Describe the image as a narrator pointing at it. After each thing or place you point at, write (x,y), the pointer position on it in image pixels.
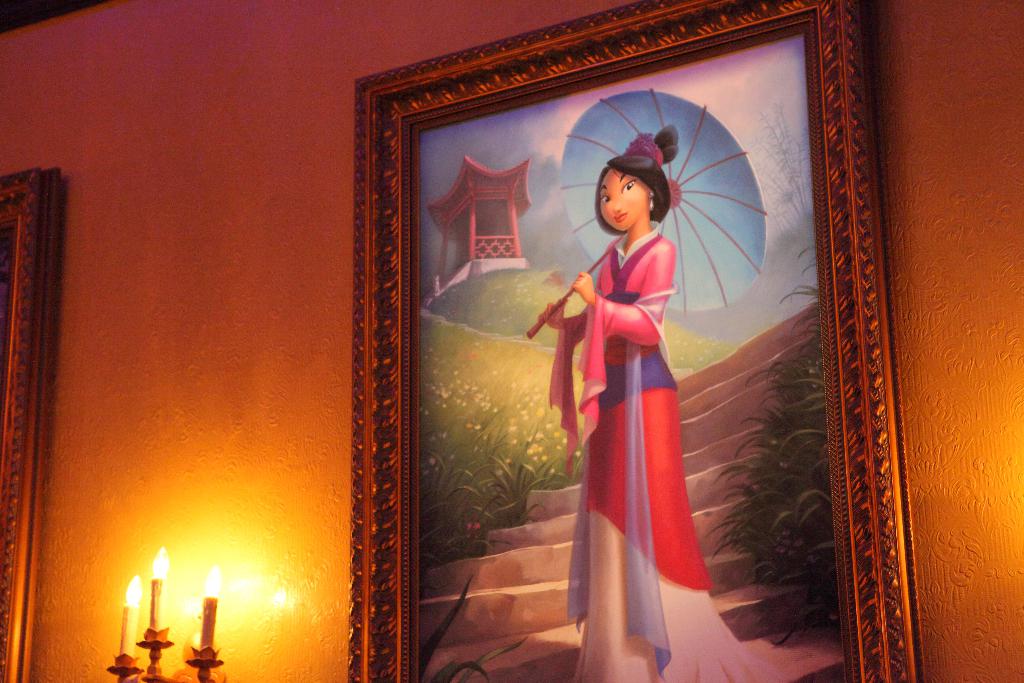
There is a wall (124,237). On the wall (164,300) there are photo frames (51,303). Also there are candles (159,552) with lights (140,595). On the photo frame (568,496) there is a painting (568,364) of a lady (573,333) holding umbrella (584,171), plants (770,421) and steps (720,410).
